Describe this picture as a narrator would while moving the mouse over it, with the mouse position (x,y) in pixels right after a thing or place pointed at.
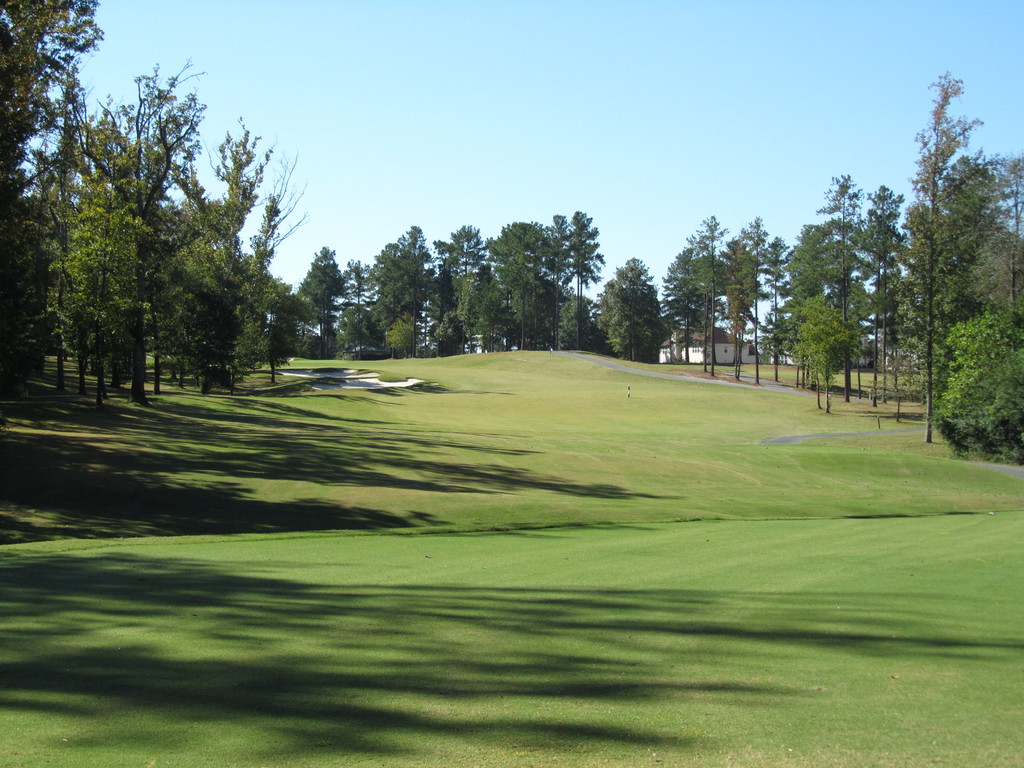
In this image there are trees (336,337) and we can see a shed (729,358). In the background (552,105) there is sky (566,105).
